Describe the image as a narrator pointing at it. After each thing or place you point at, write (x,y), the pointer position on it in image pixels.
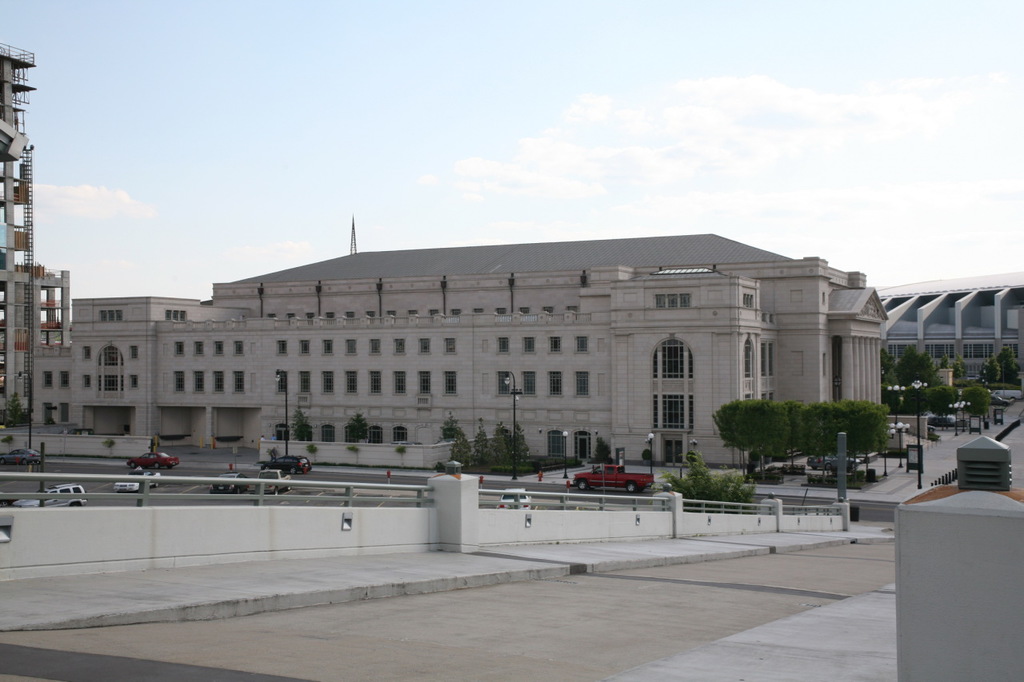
This image is taken outdoors. At the top of the image (161,143) there is a sky (149,143) with clouds (633,136). At the bottom of the image (513,631) there is a road (579,598) and there is a sidewalk (730,643). In the middle of the image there is a railing (144,527). A few cars (146,464) are moving on the road (534,486) and a few (628,479) are parked on the road (309,473). There are a few trees (842,416) and plants (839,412) and there are many buildings (135,353) and poles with street lights (920,388).
